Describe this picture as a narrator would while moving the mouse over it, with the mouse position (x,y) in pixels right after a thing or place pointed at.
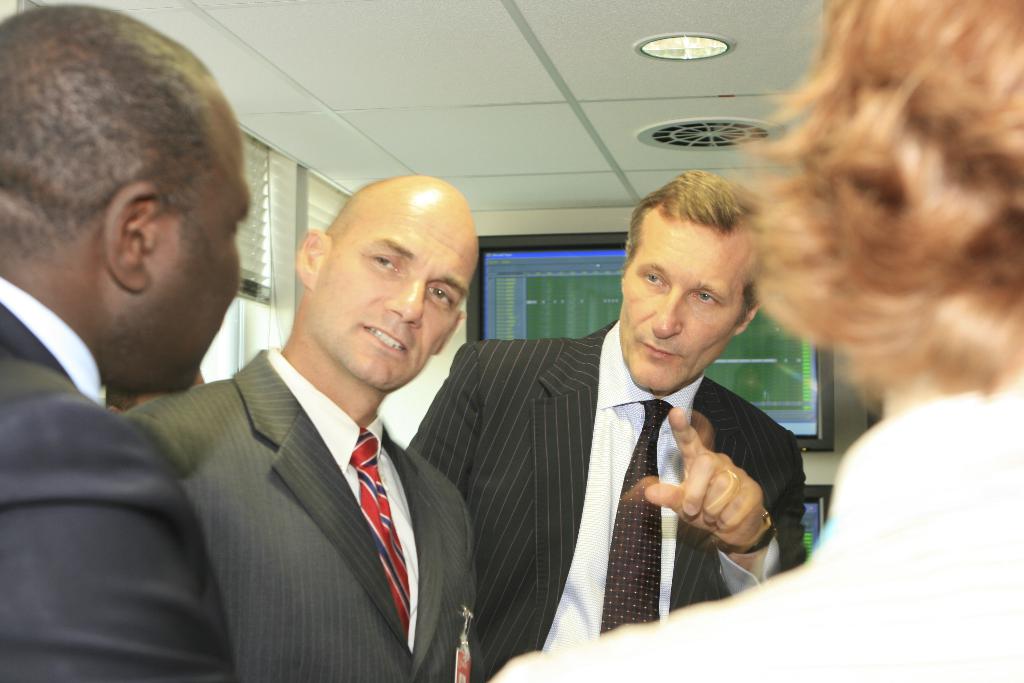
This is an inside view. Here I can see four people (431,523), three wearing suits (311,542) and discussing something. In background (511,304) there is a screen (533,286) attached to the wall (817,465). On the top (684,51) I can see a light (648,55).
